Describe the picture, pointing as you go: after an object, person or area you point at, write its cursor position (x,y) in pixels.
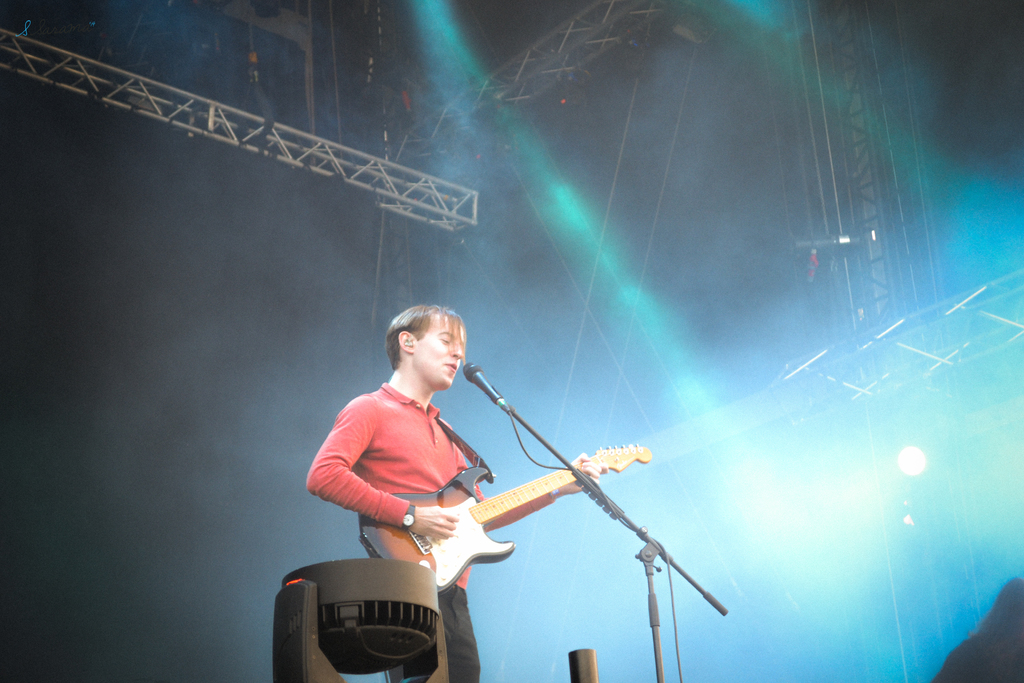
In this picture i could see a person (400,505) holding a guitar (483,522) in his hands (578,460) standing on the stage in front of the mic (483,387) and in the upper part of the picture i could see some pillars (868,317) and flash lights (909,450) on.
